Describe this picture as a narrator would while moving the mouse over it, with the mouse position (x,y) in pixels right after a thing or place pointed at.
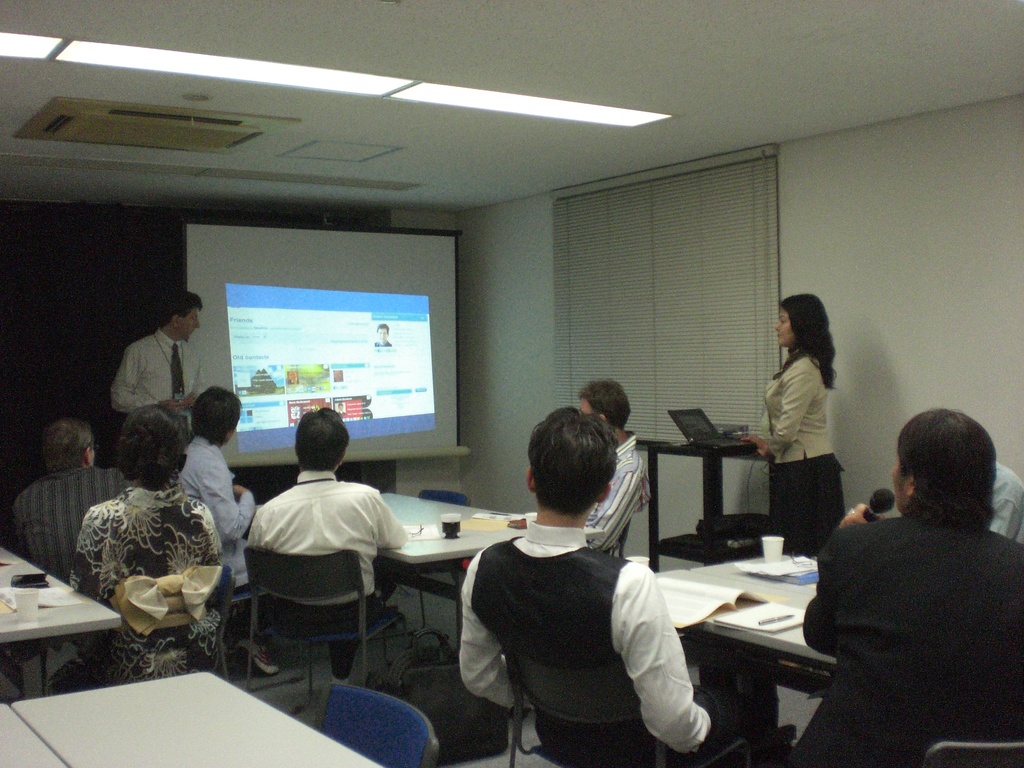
In this picture we can see some persons (509,632) are sitting on the chairs (417,765). These are the tables (797,637). On the table (720,579) there are books (773,602), and a cup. Here we can see two persons (806,507) standing on the floor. This is laptop (698,409). Here we can see a screen (457,331) and this is wall (899,228). And these are the lights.
